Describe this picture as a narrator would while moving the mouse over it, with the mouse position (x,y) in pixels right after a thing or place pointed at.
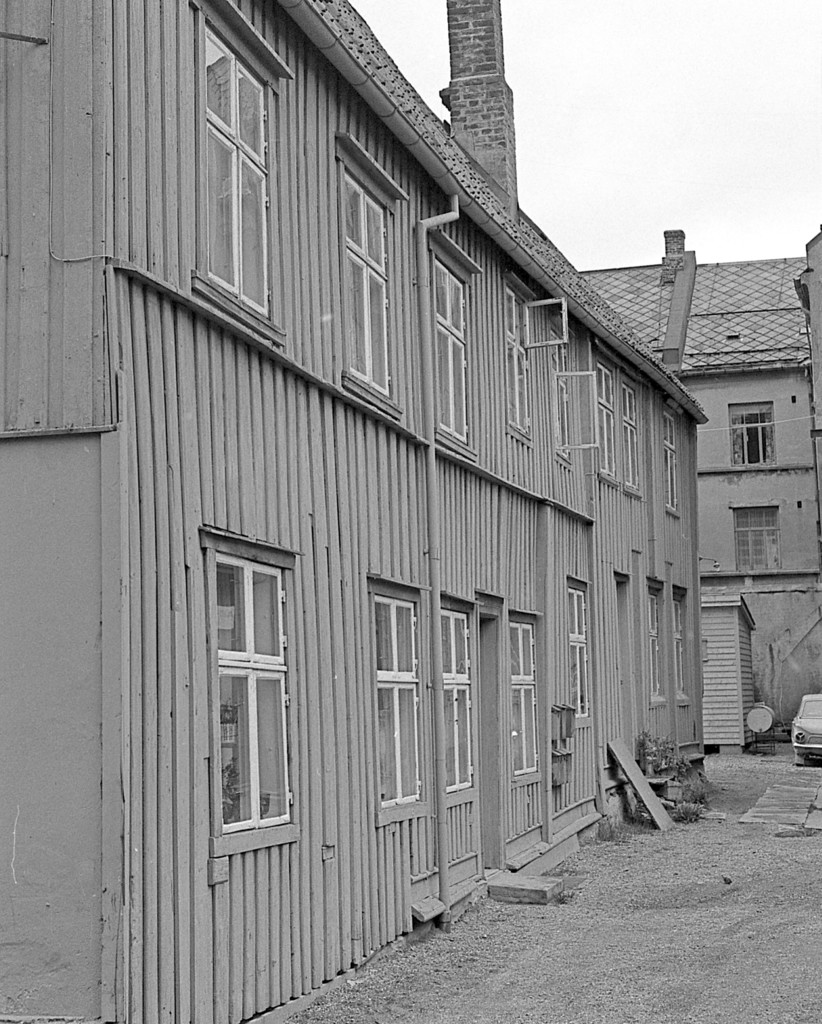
In this image there is a building (311,645) with windows (559,339), and in the background (737,667) there is another building (762,680), car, shed (729,657), sky (707,155).
